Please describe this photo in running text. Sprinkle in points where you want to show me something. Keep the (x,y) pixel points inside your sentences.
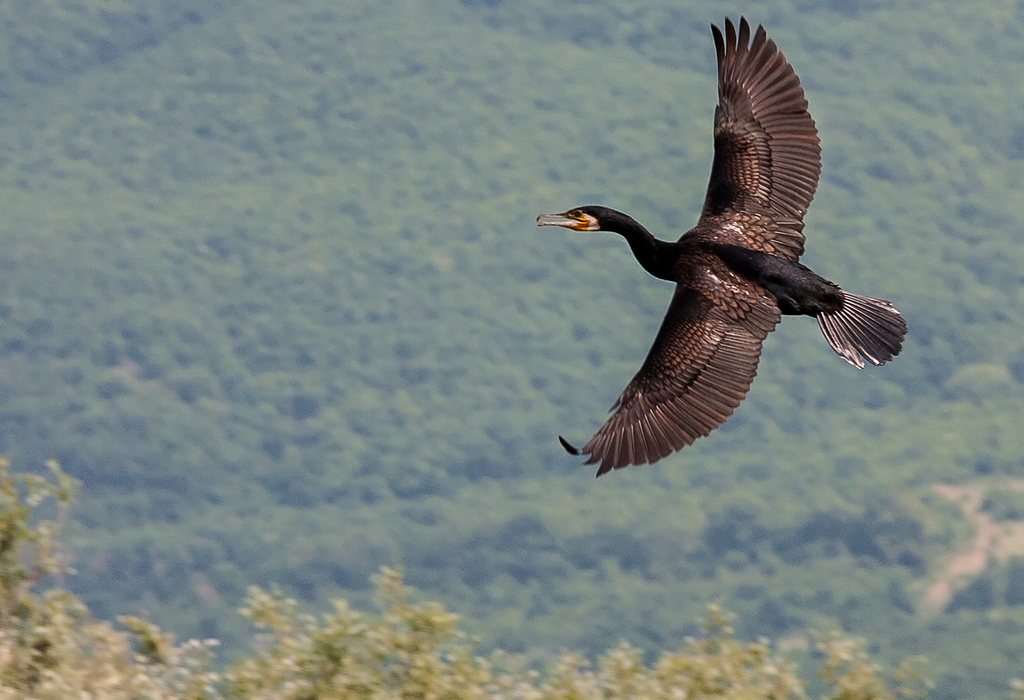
A black color bird (687,324) is flying in an air (620,324), these are the trees (276,359) in the back side of an image (380,396).
